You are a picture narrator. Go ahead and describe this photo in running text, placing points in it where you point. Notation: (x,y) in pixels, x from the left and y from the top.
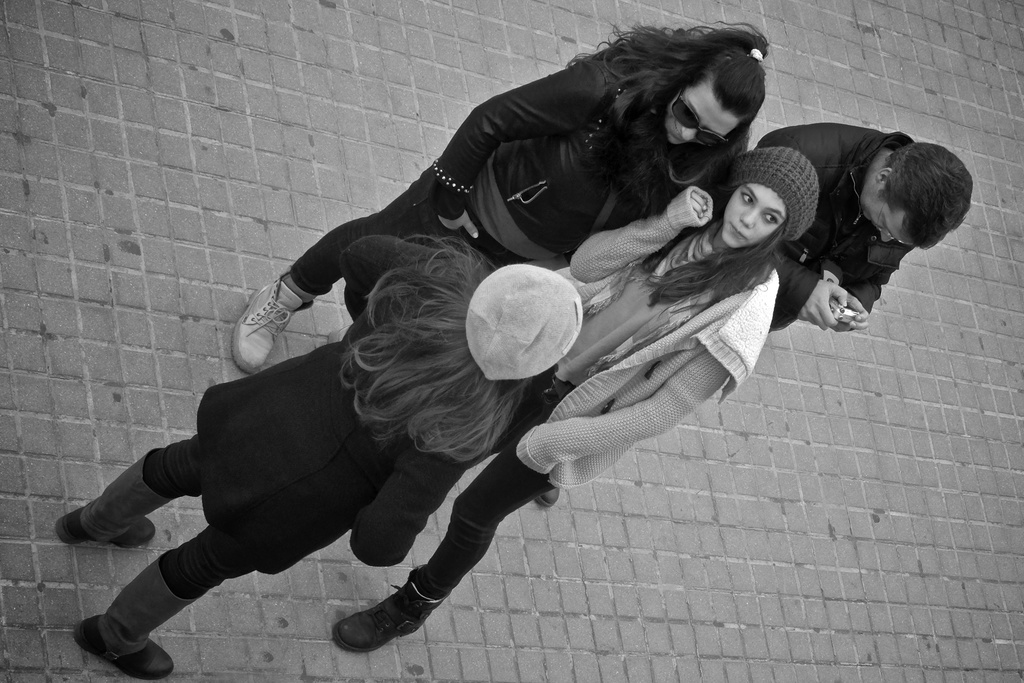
This is a black and white image. Here I can see four people (402,248) are wearing jackets (832,207) and standing on the floor (778,473). Three (626,381) are women (671,225) and one (887,196) is man (825,238). The man (899,168) is holding a device (839,314) in hand (821,316) and looking at that.
